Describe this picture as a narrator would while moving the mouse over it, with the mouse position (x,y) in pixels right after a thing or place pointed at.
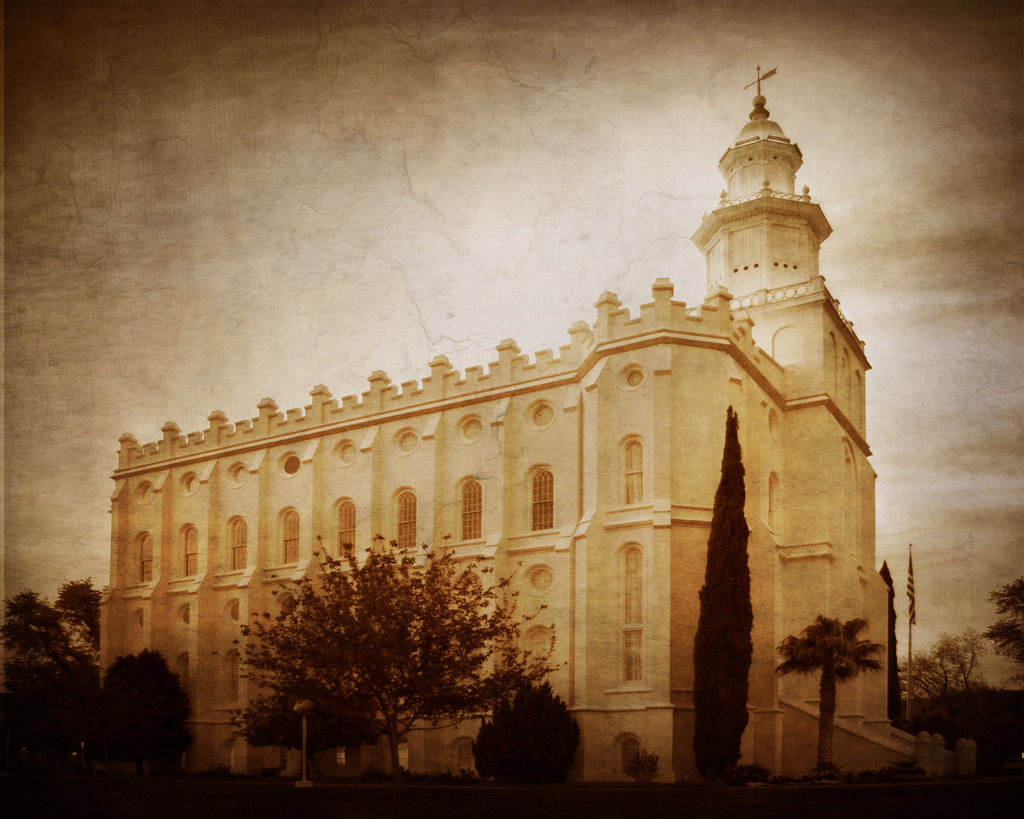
In this image we can see a building (576,525), group of trees (27,619), poles (909,666), a flag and in the background (341,99) we can see the sky (425,223).
